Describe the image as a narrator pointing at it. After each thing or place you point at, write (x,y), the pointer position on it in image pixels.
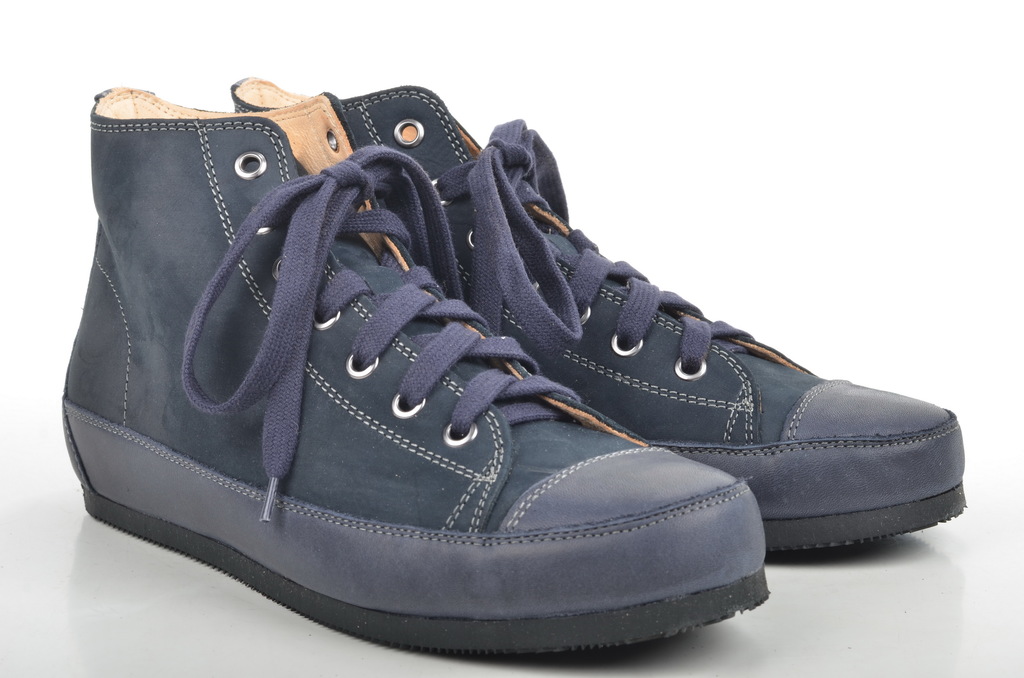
In this image we can see shoes (396,487) on a surface (230,610).
